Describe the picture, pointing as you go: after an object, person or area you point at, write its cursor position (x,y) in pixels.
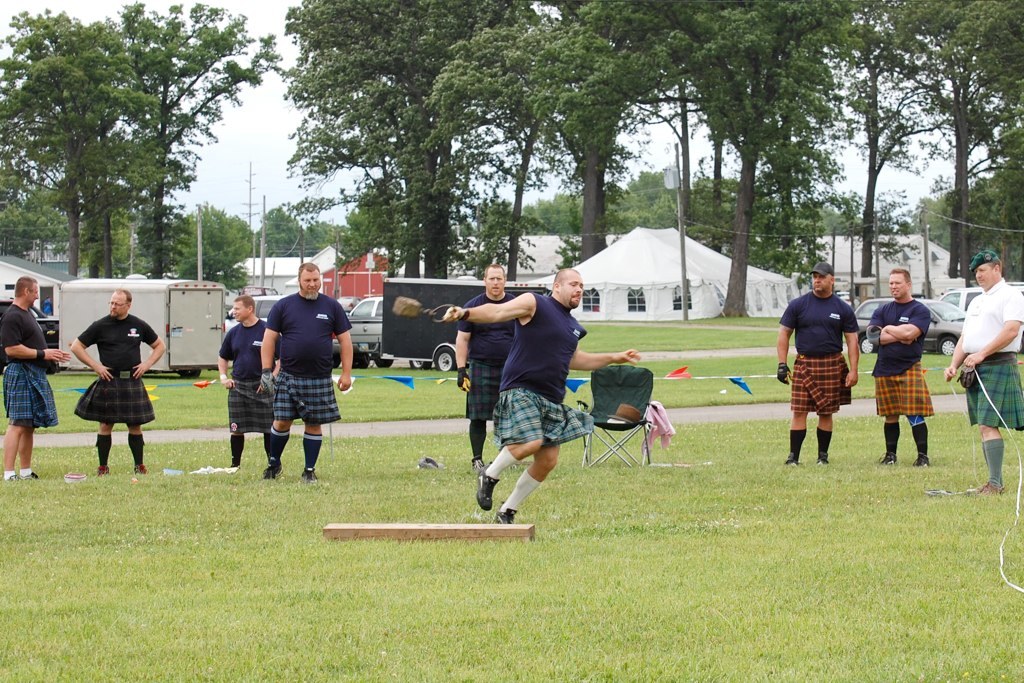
In this image I can see few persons (502,328) wearing black and blue colored dresses (505,340) and few persons (824,377) wearing blue and brown colored dresses (810,363) and another person (986,331) wearing white and green colored dress (987,368) are standing on the ground (422,386). I can see a wooden log (447,529), a chair (621,389) and few vehicles (364,317) on the ground (457,490). In the background (689,286) I can see few poles (686,298), few trees (486,216), few tents (703,285) and the sky (936,142).
